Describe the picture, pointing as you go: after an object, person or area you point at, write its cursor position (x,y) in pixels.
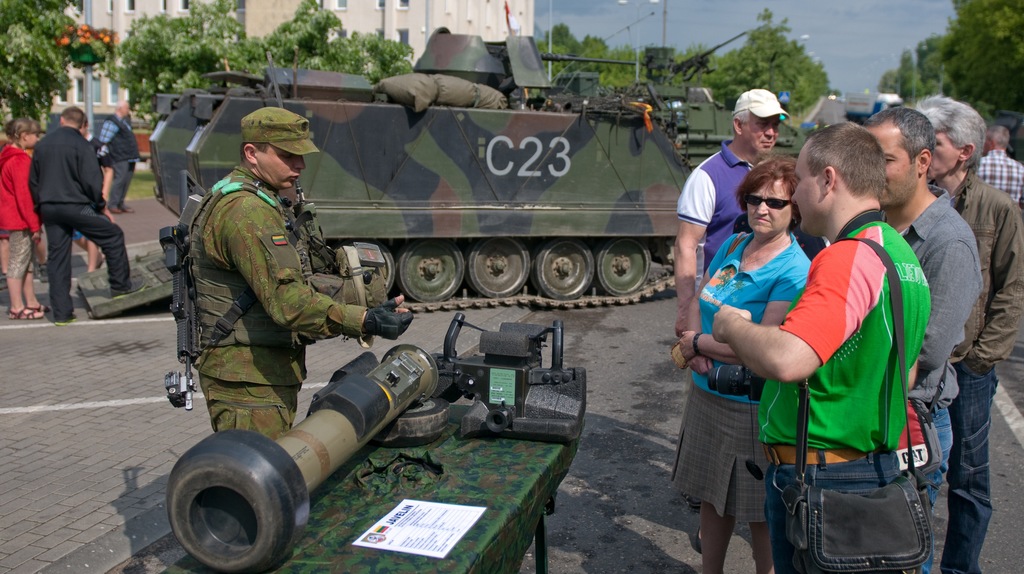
In the picture we can see group of people (800,342) standing, there is a person (314,319) wearing camouflage dress (258,394), carrying a weapon (191,401) standing behind table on which there is weapon (257,479) and in the background of the picture (476,224) there is armored vehicle (499,198), there are some trees (46,17), buildings (325,4) and there is clear sky (681,48).
